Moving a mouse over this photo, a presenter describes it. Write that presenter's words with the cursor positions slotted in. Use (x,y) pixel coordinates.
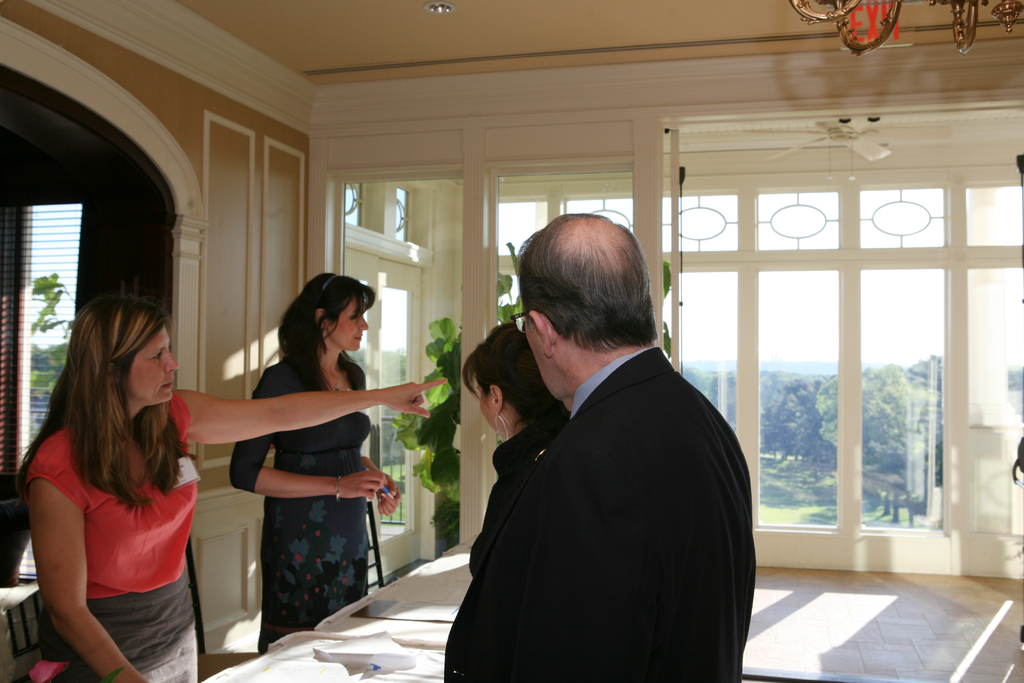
In this image there are three women (360,462) and a man (612,462), in middle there is a table (400,601), in the background (855,345) there is a glass door (901,278) through that door (865,403) trees (822,401) and sky (813,299) are visible.
